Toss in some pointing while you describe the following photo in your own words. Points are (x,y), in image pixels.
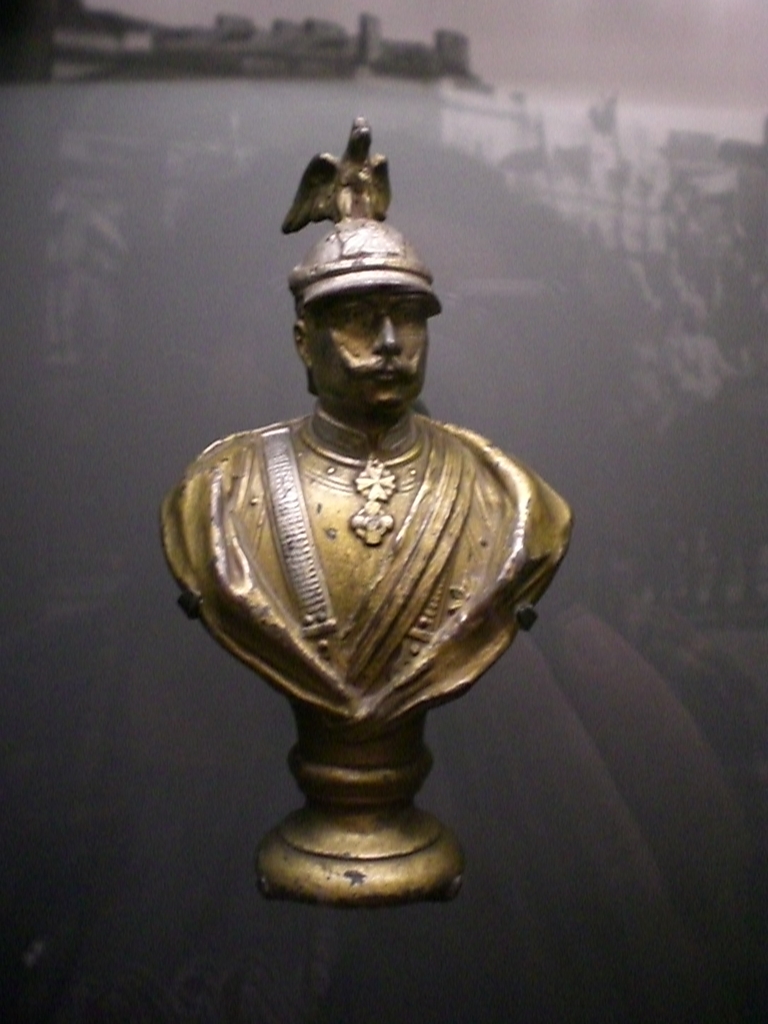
In this image we can see a bronze sculpture (342,612) and in the background (482,129) we can see a reflection (296,63) of buildings (513,125) on the glass (394,209).
